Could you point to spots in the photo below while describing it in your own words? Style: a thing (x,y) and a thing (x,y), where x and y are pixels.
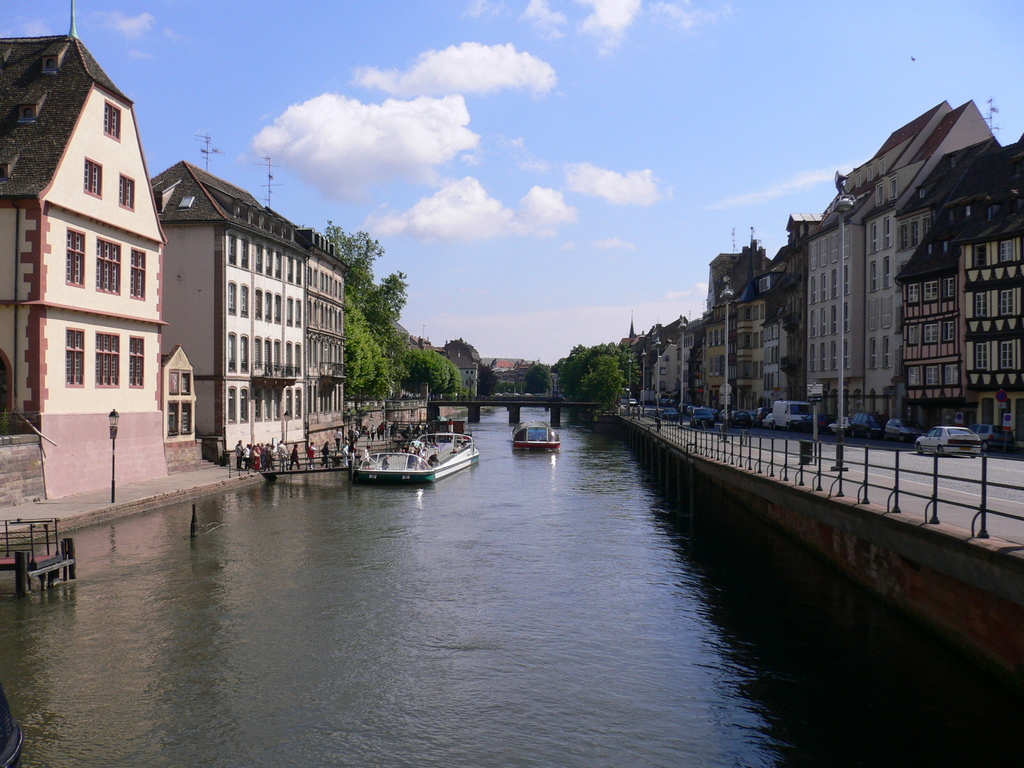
In this image, we can see a canal (629,492) in between buildings (788,303) and trees (372,365). There are boats (549,445) floating on the water (501,550). There is a bridge (517,410) in the middle of the image (550,403). There are clouds (381,83) in the sky (450,83).
